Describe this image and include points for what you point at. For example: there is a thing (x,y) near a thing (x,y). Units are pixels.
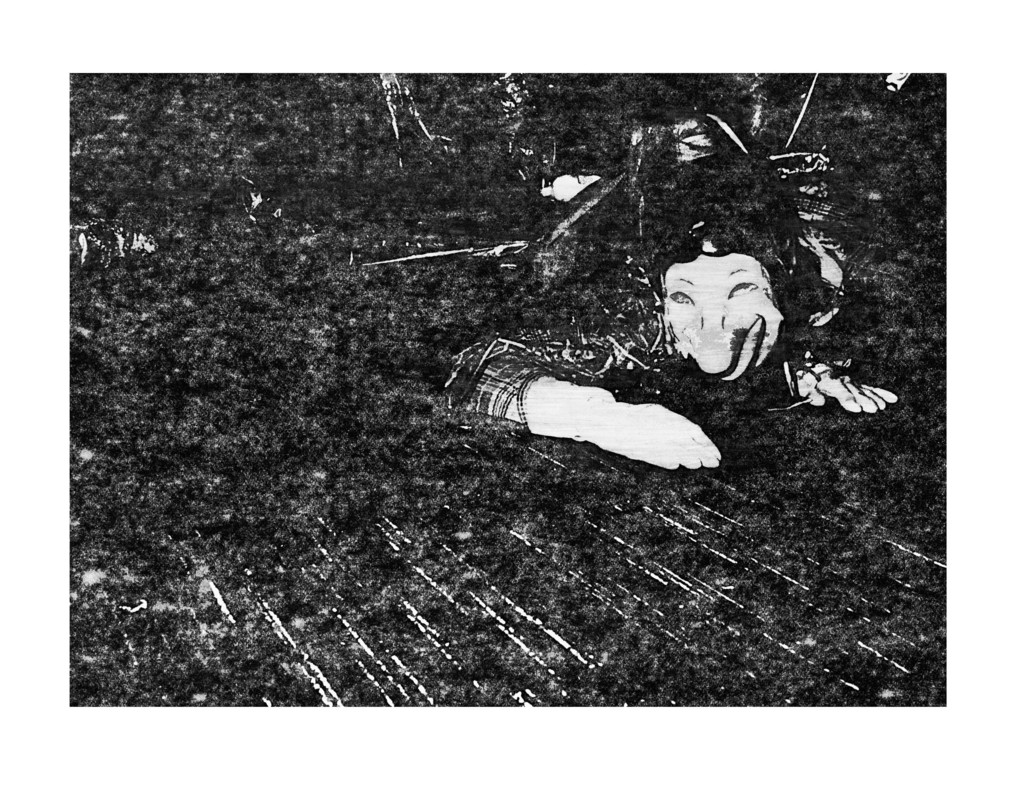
This image is very dark and we can see a person (711,457).
